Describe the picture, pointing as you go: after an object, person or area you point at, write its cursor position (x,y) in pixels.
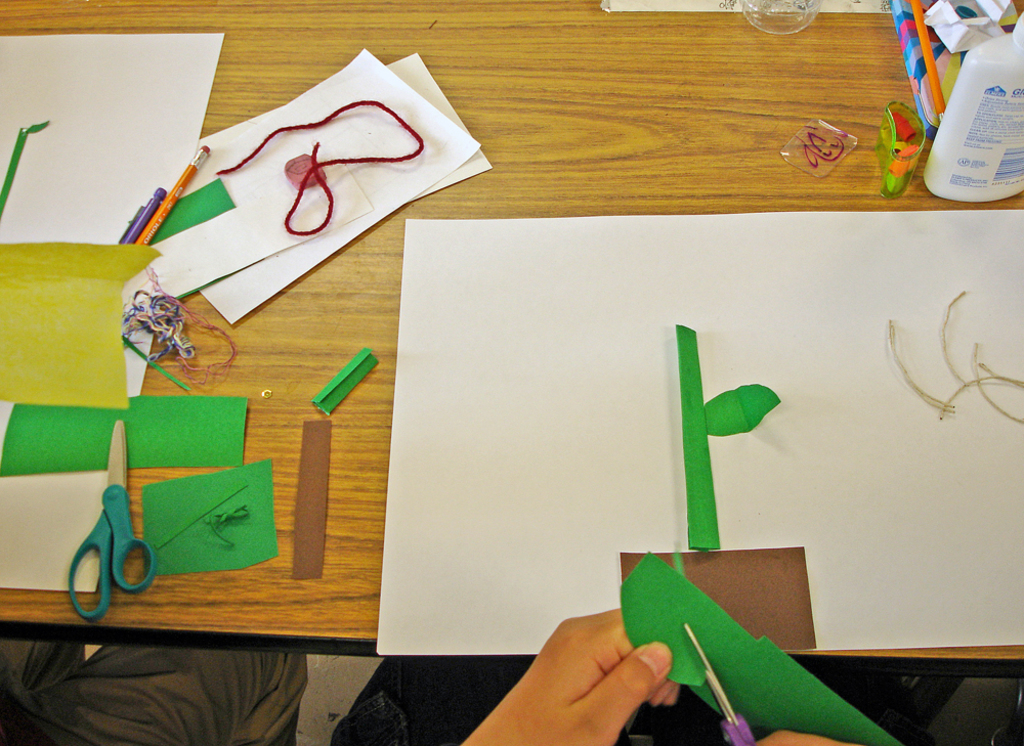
In this image in the middle (380,329), there is a table (513,199) on that there are papers (349,368), pens (140,208), pencils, scissors (146,547), bottle (983,115), glasses (754,22), threads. At the bottom (579,693) there are some people (488,708).
